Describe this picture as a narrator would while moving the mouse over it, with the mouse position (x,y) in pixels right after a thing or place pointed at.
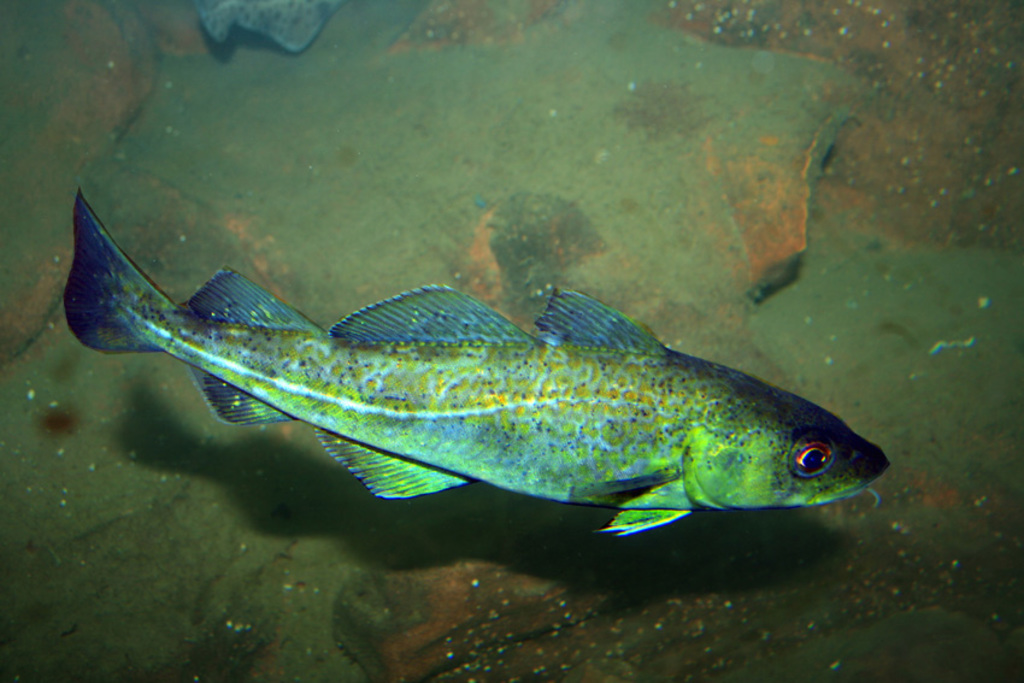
In this picture I can see a fish (374,419) in the water (979,368) and looks like a rock (509,211) in the background (531,271).
